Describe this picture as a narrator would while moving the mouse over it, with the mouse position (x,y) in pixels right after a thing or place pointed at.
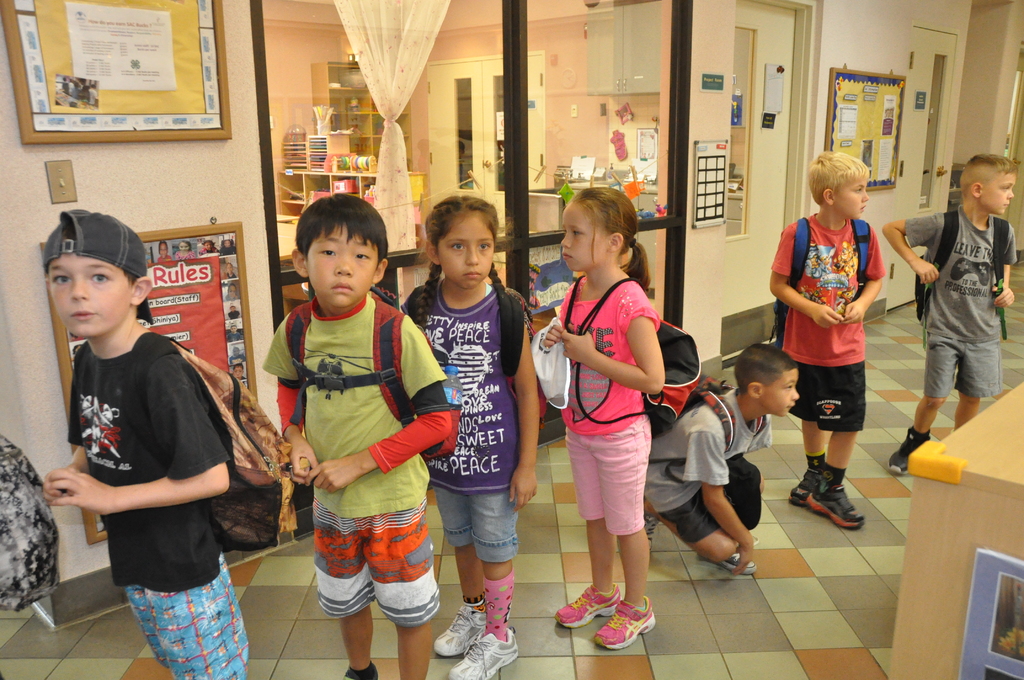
In this image there are people (363,642), table (999,527), some frames (886,181) and posters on wall (707,65), doors (725,325) and curtains (399,31) in the foreground (390,83). There are wooden racks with objects (292,173) on it, doors (486,160) and walls (492,15) in the background (431,57). There is a floor (15,655) at the bottom (27,644).
